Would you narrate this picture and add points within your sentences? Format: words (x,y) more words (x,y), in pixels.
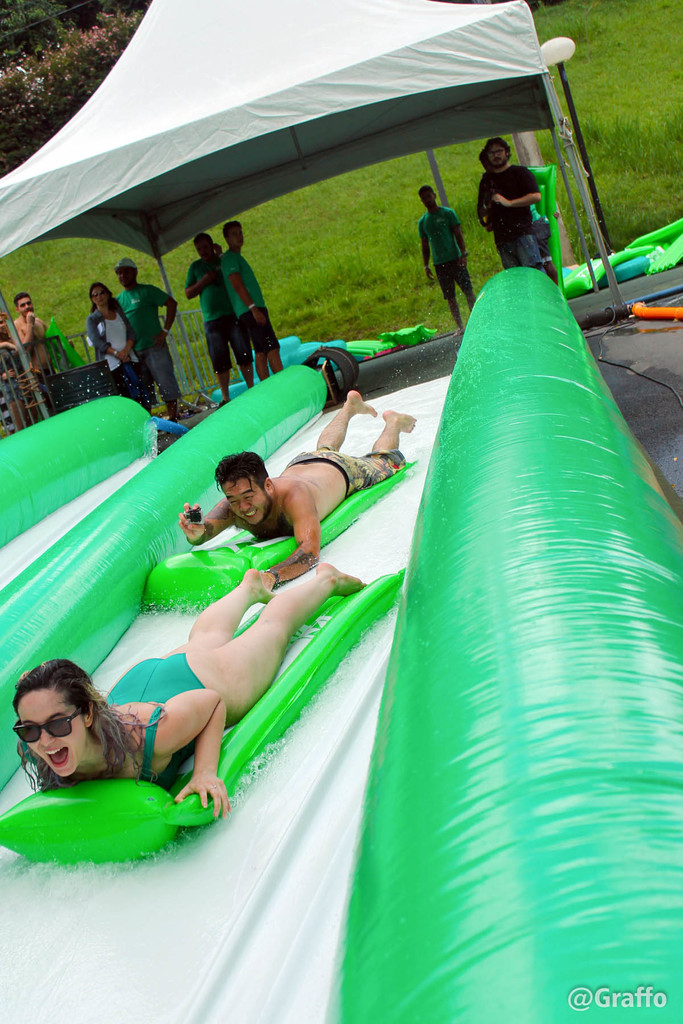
In the center of the image (330,439) we can see two persons (311,555) are present on water slides (546,906). At the top of the image (314,182) we can see some persons (249,294), tent (358,113), light (549,57), pole (559,121), grass (556,74) and some plants (101,56). In the bottom right corner (659,1005) we can see some text (641,997).
